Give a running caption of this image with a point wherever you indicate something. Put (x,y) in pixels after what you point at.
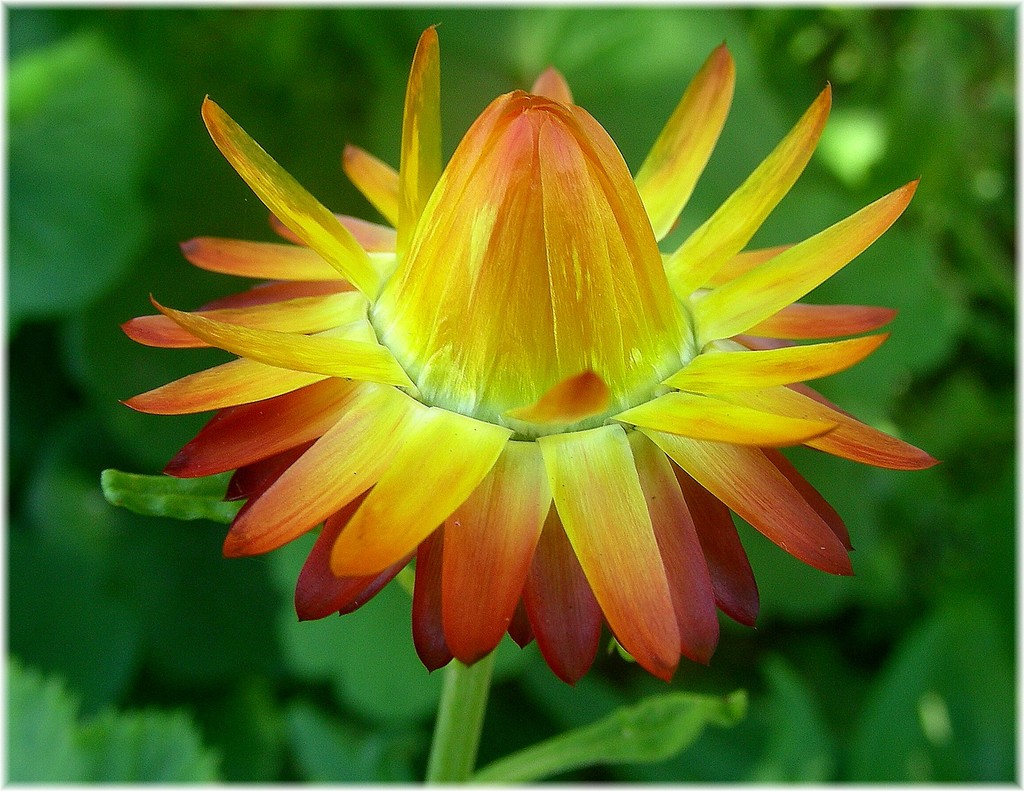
In this picture we can see a flower (838,557). In the back (946,636) we can see some plants (89,565) and leaves (86,568).
